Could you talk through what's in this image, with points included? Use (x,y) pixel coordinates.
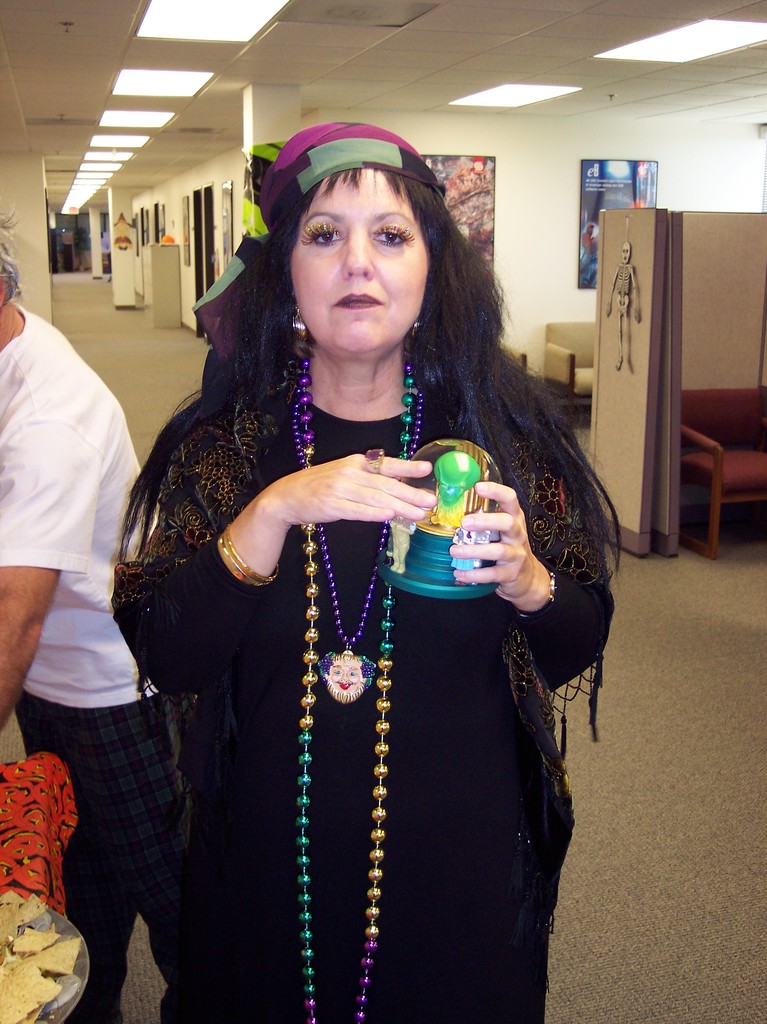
This is a picture taken in a building (696,574). In the foreground (376,587) there is a woman (353,732) holding an object (424,527). On the left (87,645) there is another person (80,675) standing. At the top (177,96) there are lights (142,77) to the ceiling (444,49). In the background (206,210) there are doors (155,224), windows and some objects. On the right (728,332) there are posters (589,223), couch (583,364) and wall (681,304).
